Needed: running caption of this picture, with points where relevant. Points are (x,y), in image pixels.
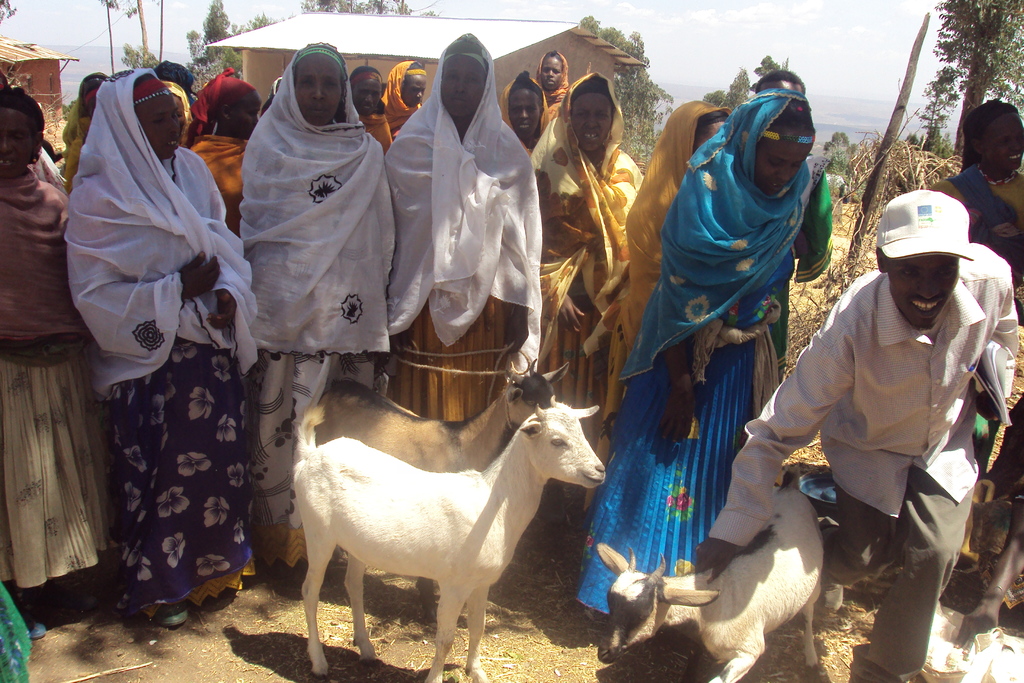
In this image I can see few people (413,273) are standing. At the bottom (740,590) there are few goats (465,544) on the ground (206,637). On the right side (883,432) a man (896,357) is holding a goat (729,580) in the hand (708,552) and smiling. In the background (378,61), I can see few houses (413,42) and trees (986,49).
